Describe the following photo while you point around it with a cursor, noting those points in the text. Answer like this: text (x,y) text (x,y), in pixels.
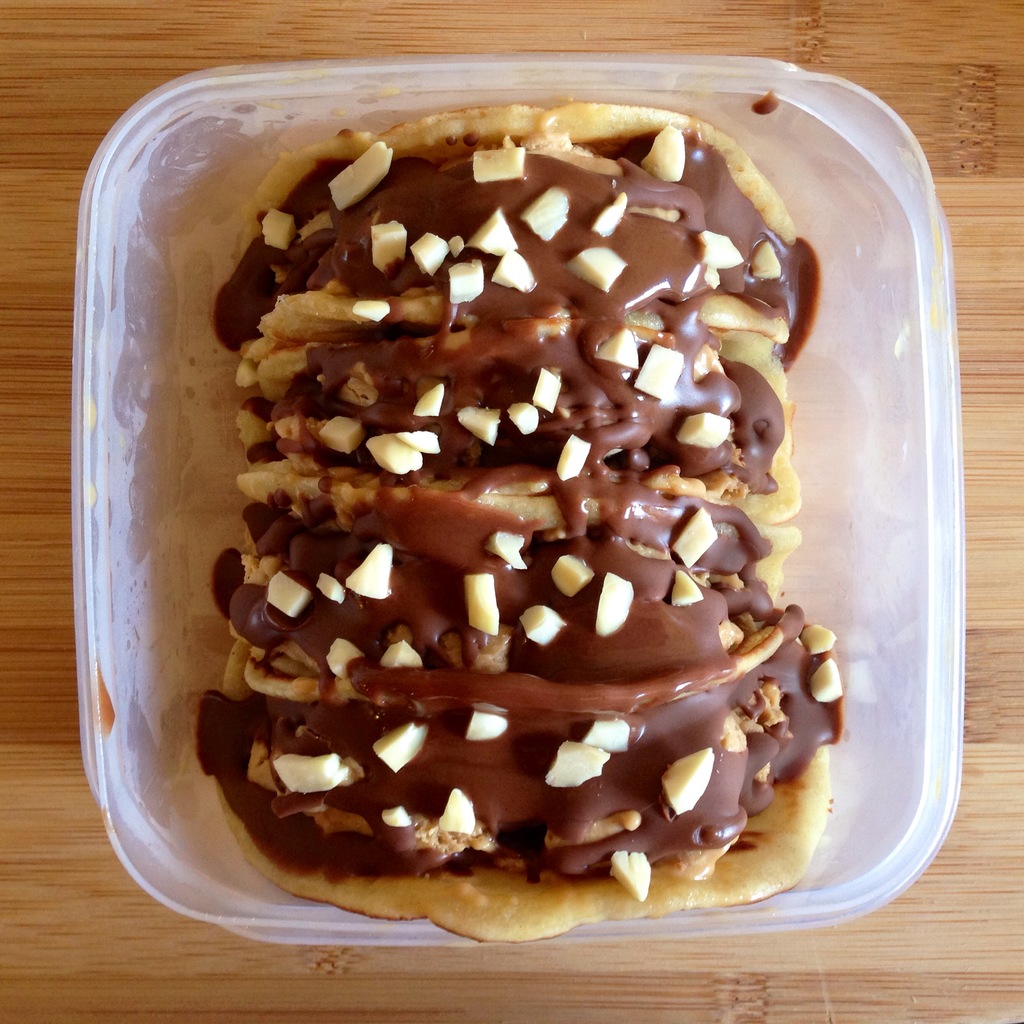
In this picture we can see a bowl (945,787) with a food item (629,178) in it and this bowl (187,216) is placed on a table (1012,183).
